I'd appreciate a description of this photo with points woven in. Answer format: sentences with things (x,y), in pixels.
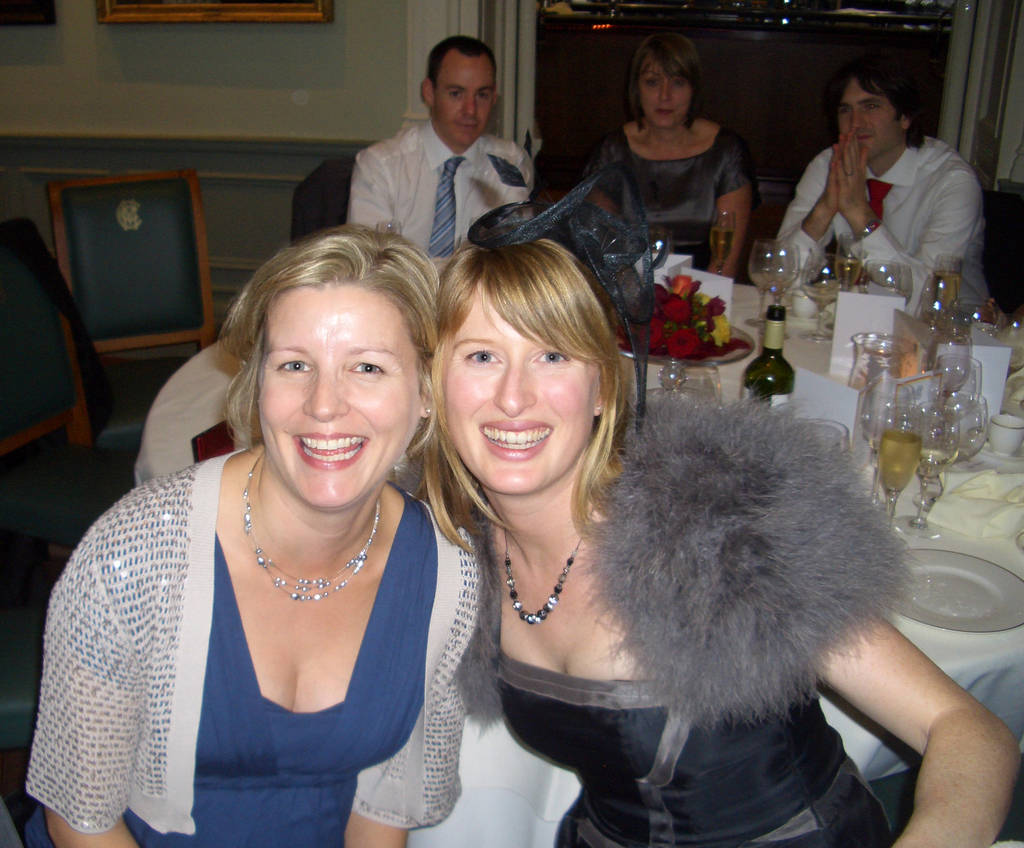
2 Beautiful girls (433,585) are laughing behind them there is a dining table (822,441) there are wine glasses (947,397) on this table (873,403).
